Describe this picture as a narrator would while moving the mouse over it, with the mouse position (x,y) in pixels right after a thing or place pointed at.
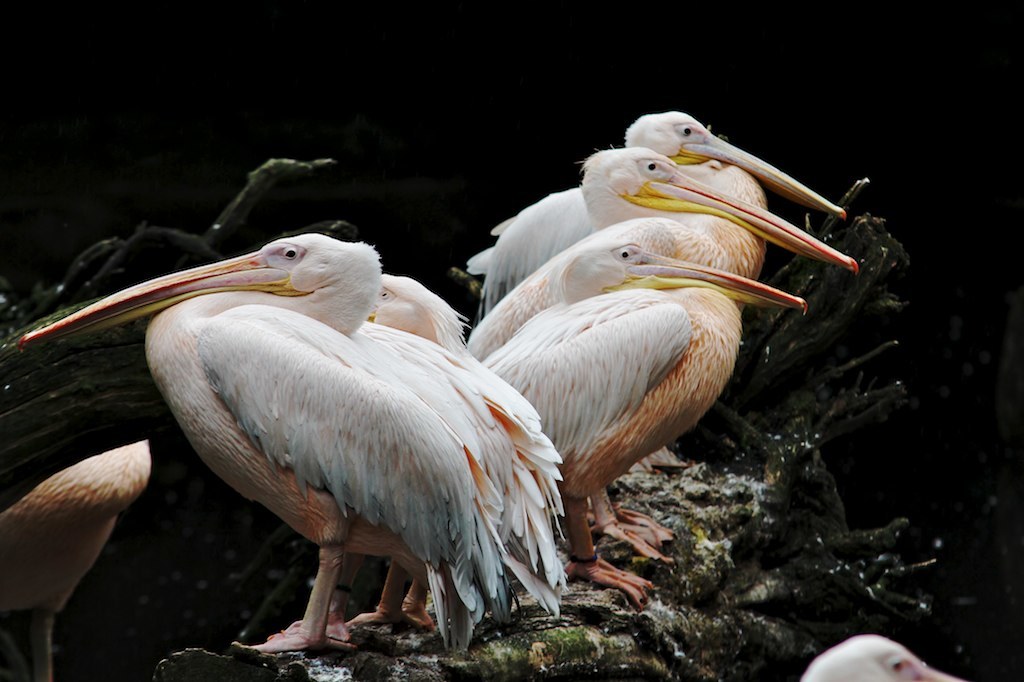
As we can see in the image there are white color birds (533,431) and rocks (684,547). The image is little dark.
